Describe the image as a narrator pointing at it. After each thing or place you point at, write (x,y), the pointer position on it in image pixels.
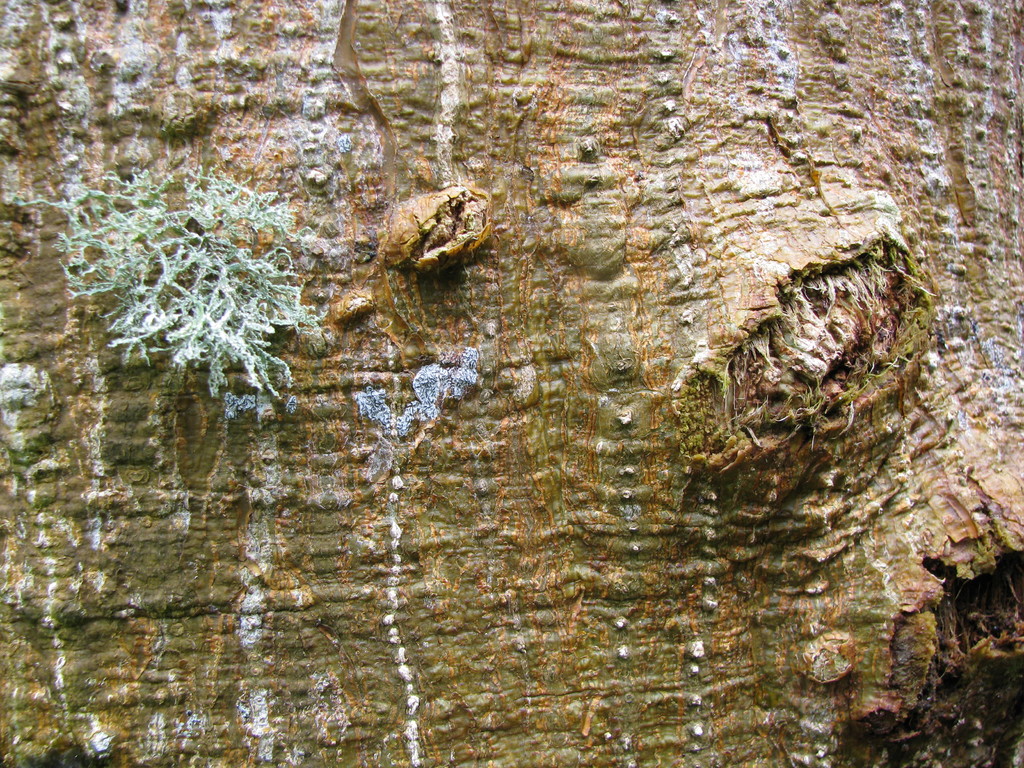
This is a picture of a tree trunk (306,293) with a plant (122,286).
